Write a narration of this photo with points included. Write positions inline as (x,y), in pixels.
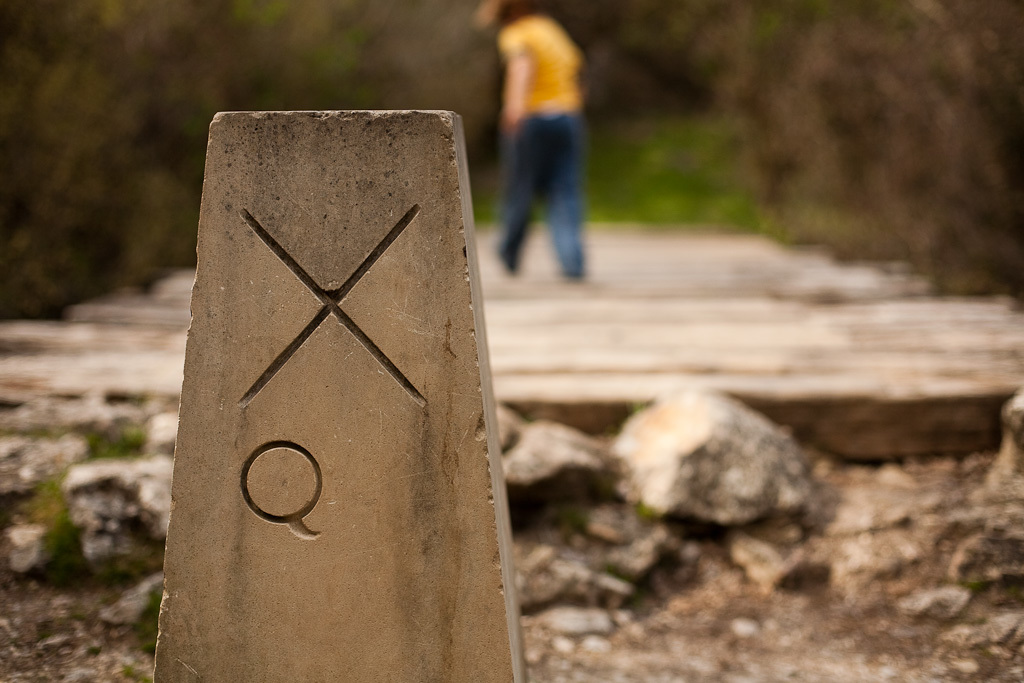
X symbol (340,292) is on the stone (343,325). Background (90,151) it is blurry and we can see trees (816,67) and person (561,168).
